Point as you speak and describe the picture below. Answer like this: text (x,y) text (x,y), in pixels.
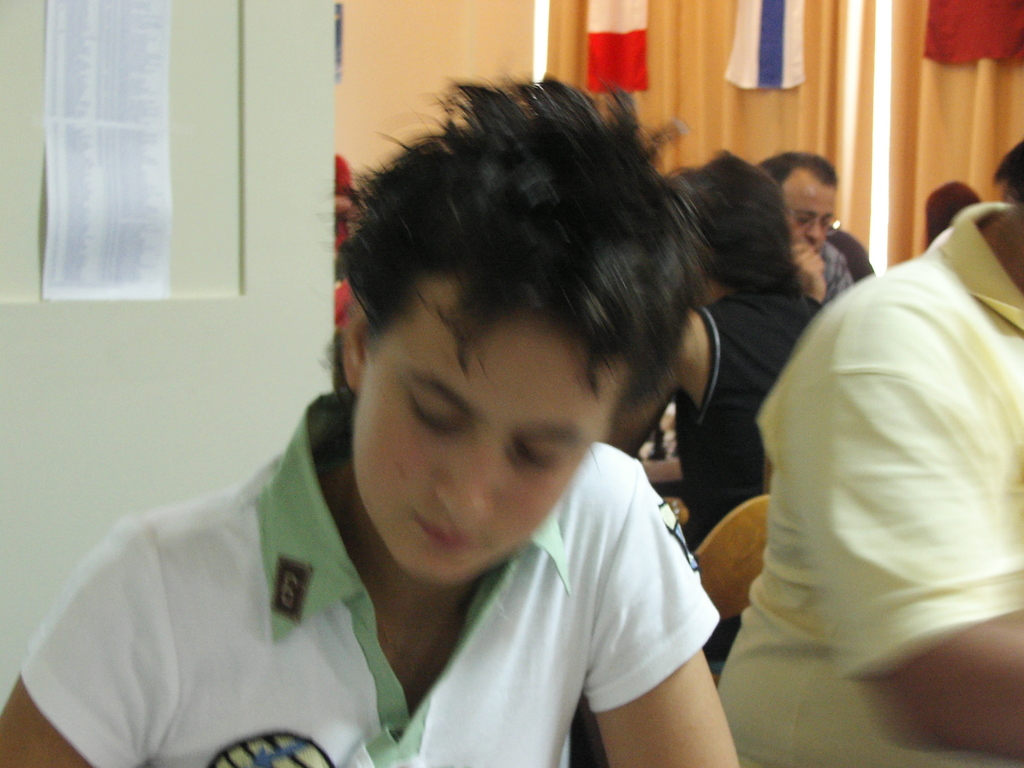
This picture is clicked inside and we can see the group of people (701,415) seems to be sitting on the chairs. In the background (723,43) we can see the wall (509,30), curtains (586,29) and some other objects (989,28).
